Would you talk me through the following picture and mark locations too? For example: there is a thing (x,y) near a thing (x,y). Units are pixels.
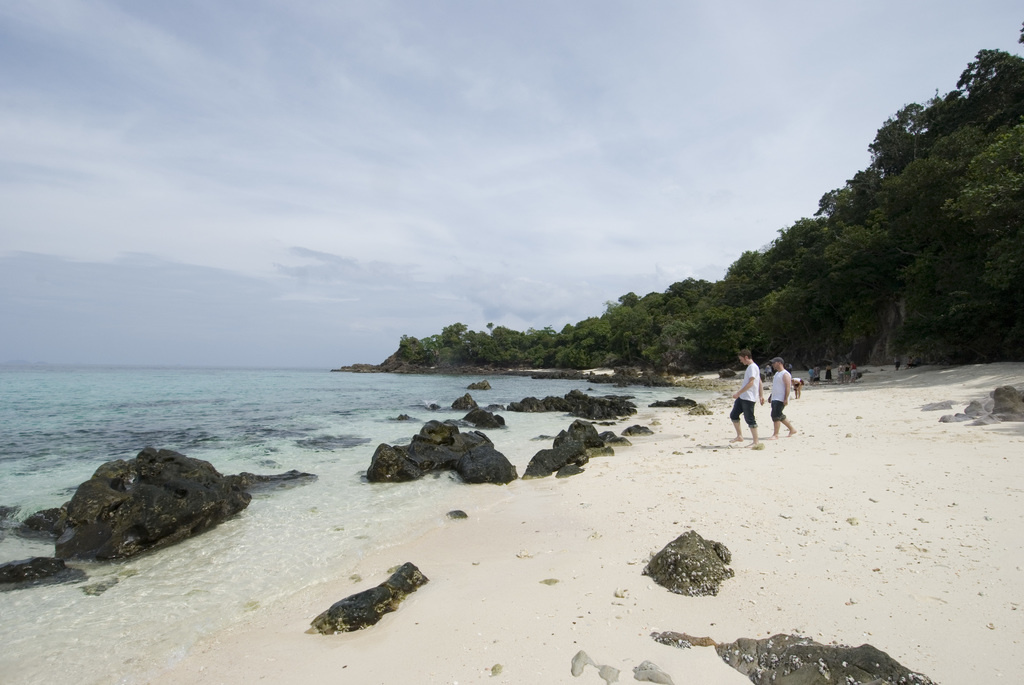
In this image in the center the two persons (756,379) were walking and at the bottom (626,499) there is sand (837,473) and some rocks (207,479), and on the left side (64,431) there is a beach (461,388). In the background (836,280) there are some trees (775,286), and at the top of the image (359,135) there is sky (301,199).
